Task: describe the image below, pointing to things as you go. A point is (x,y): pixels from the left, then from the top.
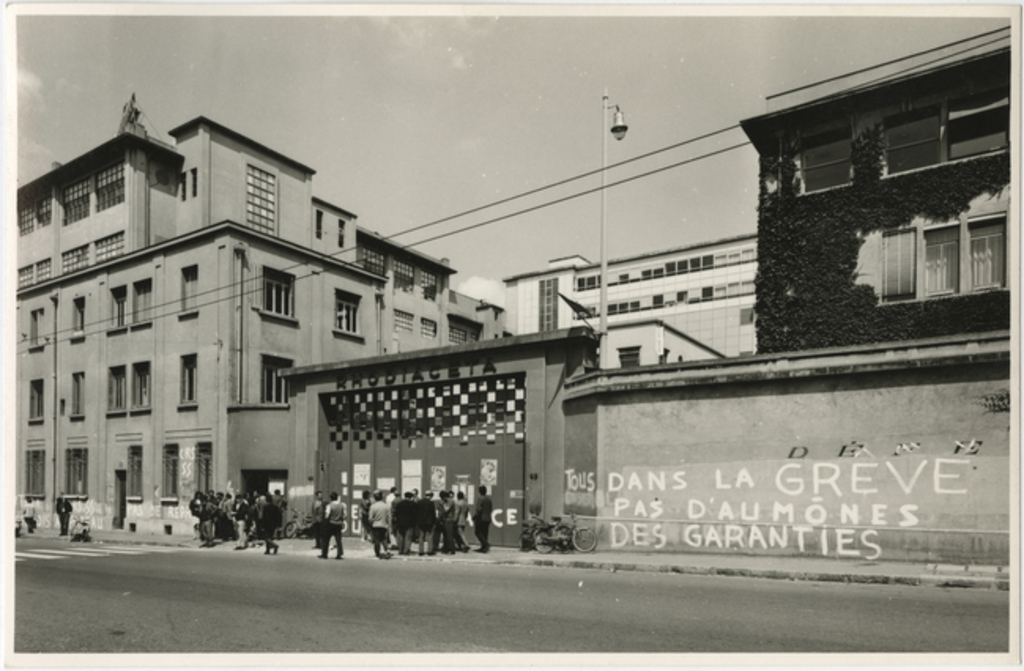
In the image we can see the black and white picture of the people (373,516) standing and some of them are walking, they are wearing clothes (339,546). Here we can see the bicycles (569,541) and the road (512,572). Here we can see a gate (411,439), light pole (606,105) and electric wires (464,230). We can even see there are buildings (331,328) and these are the windows (144,400) of the buildings (186,330) and the sky (437,36).
